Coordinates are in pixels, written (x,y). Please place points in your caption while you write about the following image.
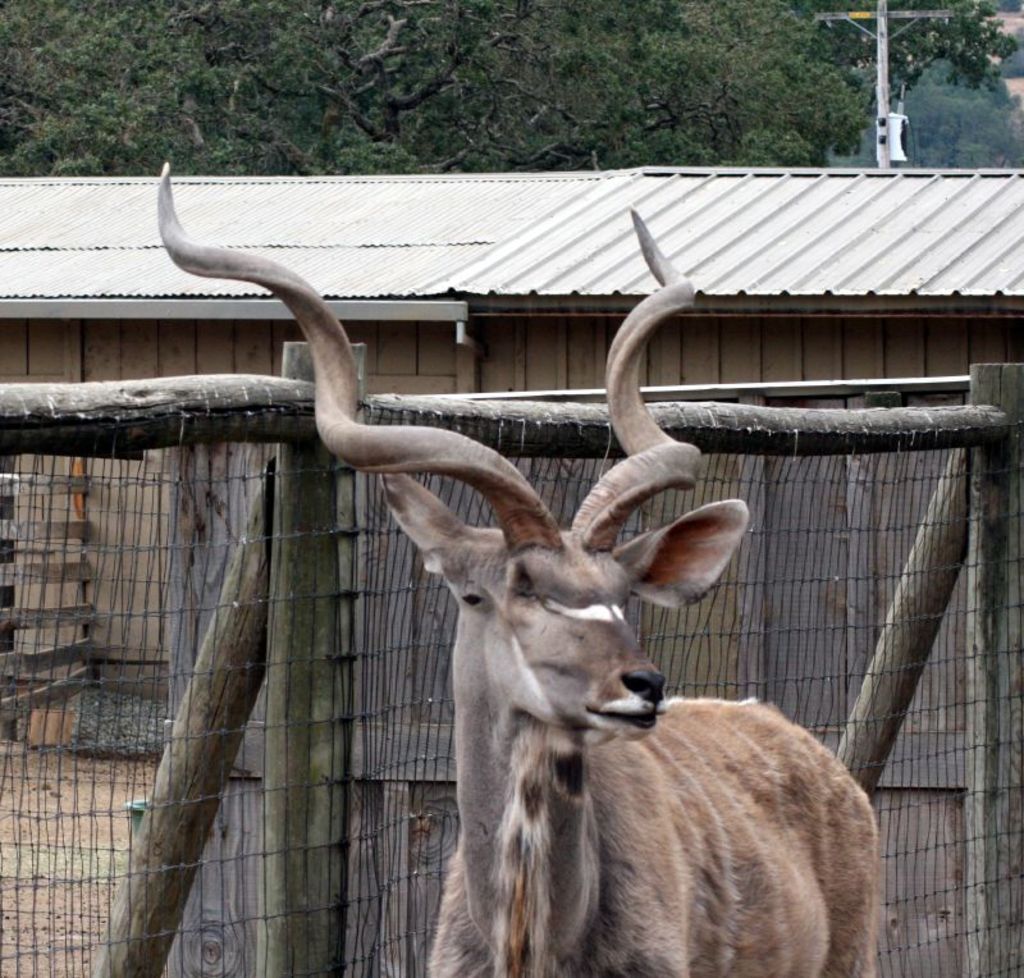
In this image we can see an animal (447,569). Behind the animal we can see a fencing (282,611) and a house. At the top (772,87) we can see a pole (885,95) and a group of trees (847,107).
